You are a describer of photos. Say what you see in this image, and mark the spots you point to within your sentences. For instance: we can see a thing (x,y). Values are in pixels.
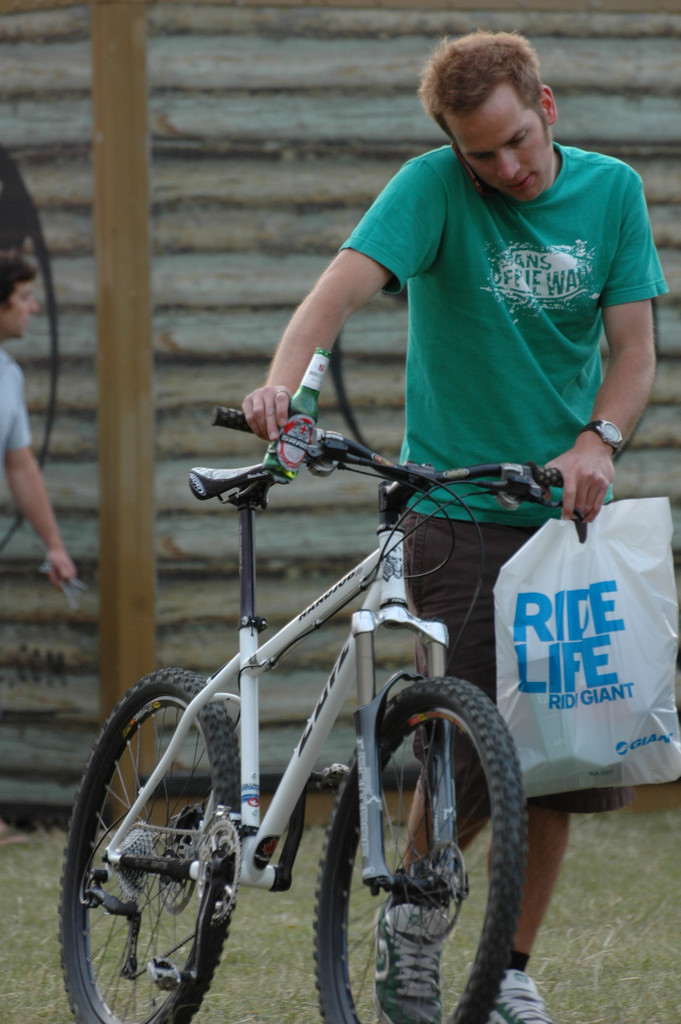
This picture is clicked outside and we can see a person (501,212) wearing t-shirt (542,231), holding a bottle (321,360) and a bag (576,582) and holding a bicycle (419,715), walking on the ground (252,956) and seems to be talking on a mobile phone (483,189) and we can see the grass (310,908). In the background (135,591) we can see a person (16,279) and a wooden pole (114,231) and some other object (288,240).
